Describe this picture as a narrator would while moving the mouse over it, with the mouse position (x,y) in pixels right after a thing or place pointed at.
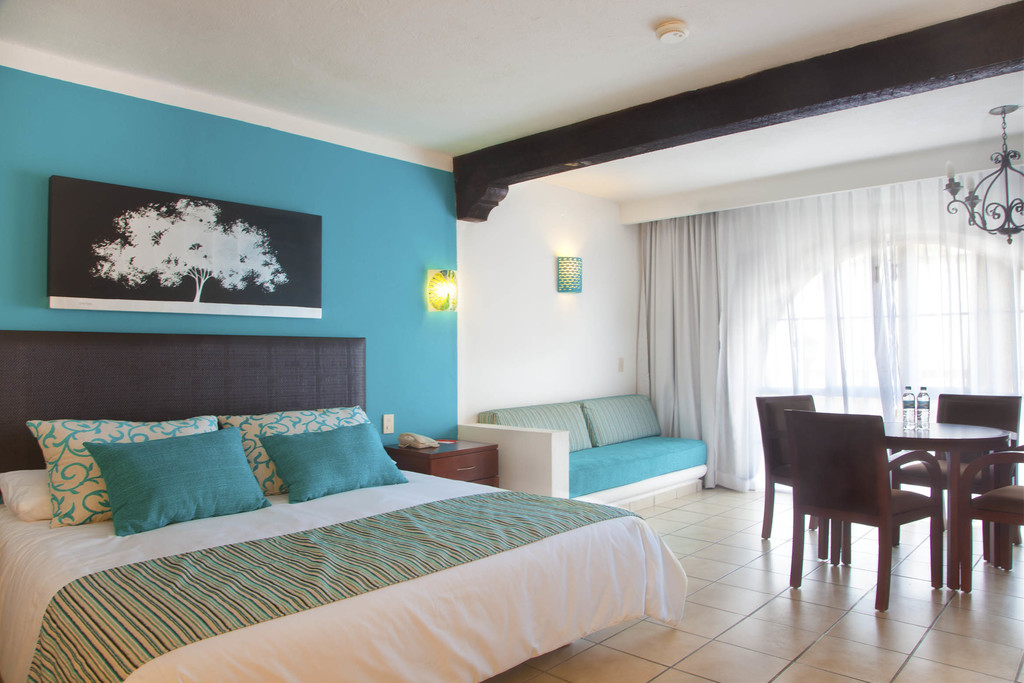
In this image i can see a bed (231,607), blue colored pillows (311,484), at the back ground (210,250) i can see a frame (133,240) in black color, the wall (100,165) is painted in blue color at right (936,426) there is a dining table (933,446) two bottles (920,420) on the table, there is couch (681,466) in blue color at the back ground (815,248) there is a white curtain (890,236) at the top (999,195) there is a chandelier (983,204).
